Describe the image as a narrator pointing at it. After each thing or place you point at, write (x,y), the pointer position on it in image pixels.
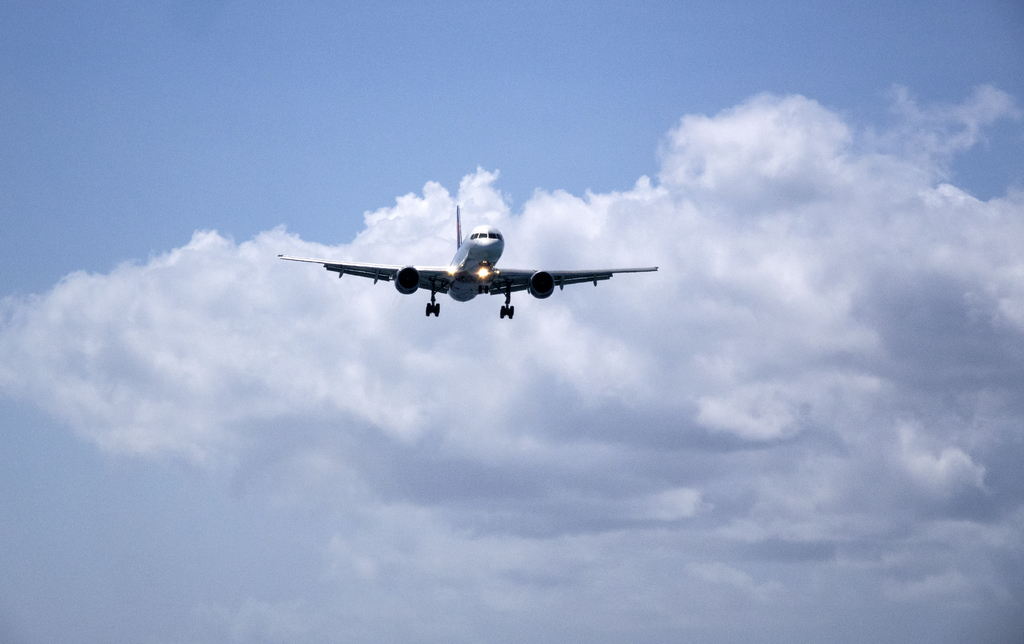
In this image we can see an airplane (464,282) which is in white color is flying in the sky (305,296) and we can see some clouds (647,621) and blue color sky (315,59).
